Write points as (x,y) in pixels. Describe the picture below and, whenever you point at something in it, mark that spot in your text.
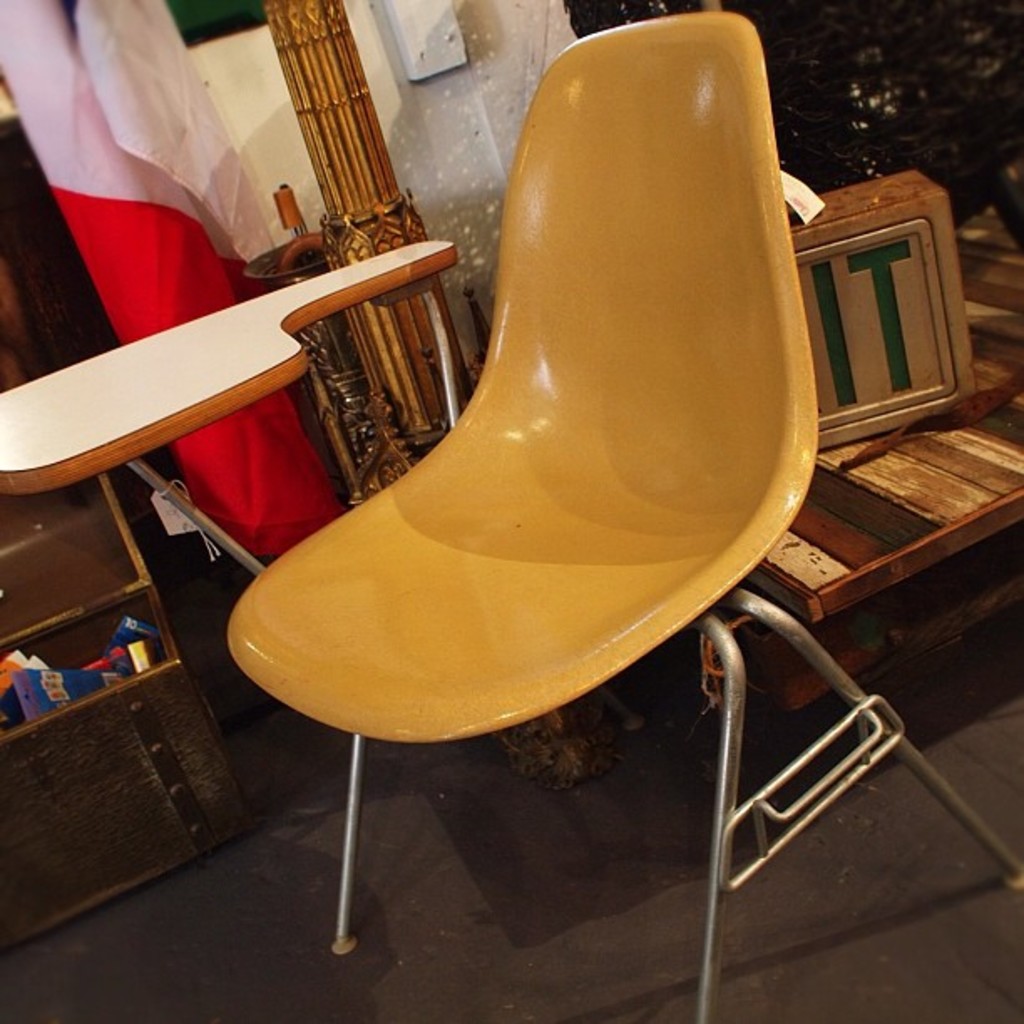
In this picture there is a yellow chair (733,381), beside that we can see the writing arm (387,296). On the right (990,442) we can see the wooden boxes (938,188). On the left (214,176) there is a flag (211,169) near to the rack (27,228).
